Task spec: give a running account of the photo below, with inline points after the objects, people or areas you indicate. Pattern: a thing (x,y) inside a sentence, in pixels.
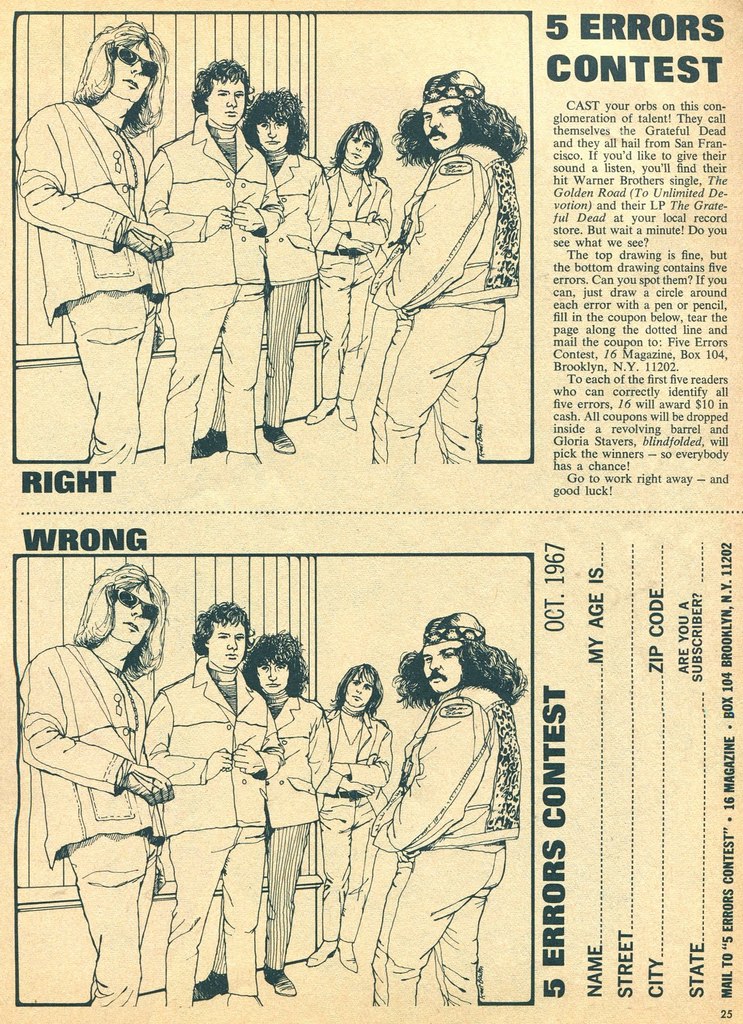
In this image I can see depiction picture where on the left side of this image (59,237) I can see number of people (286,331) and on the right side of this image (545,984) I can see something is written. I can also see something is written on the left side of this image (41,542).
